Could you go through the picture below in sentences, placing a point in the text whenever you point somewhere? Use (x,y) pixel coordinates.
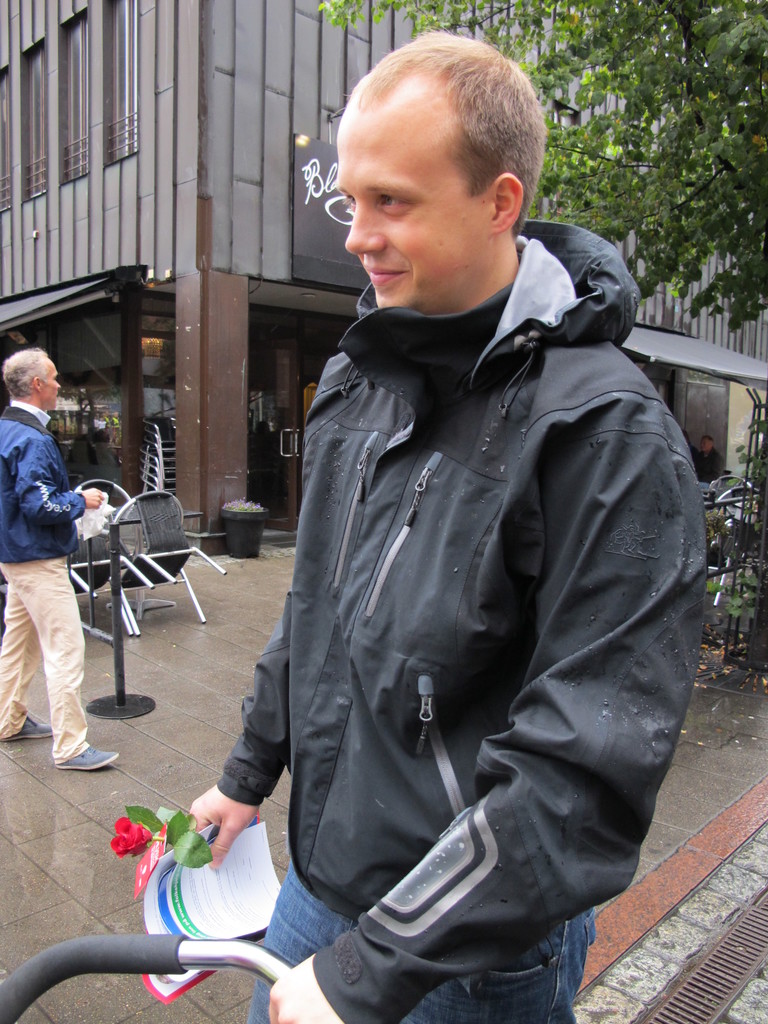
In this image in the foreground (393,608) there is one man (454,647) standing and he is holding some papers (170,910) and flower (195,858). In the background (12,519) there is another man (65,576), building (282,262), trees (724,270), flower pot (233,527), chairs (156,525) and at the bottom (730,760) there is walkway (740,827).
